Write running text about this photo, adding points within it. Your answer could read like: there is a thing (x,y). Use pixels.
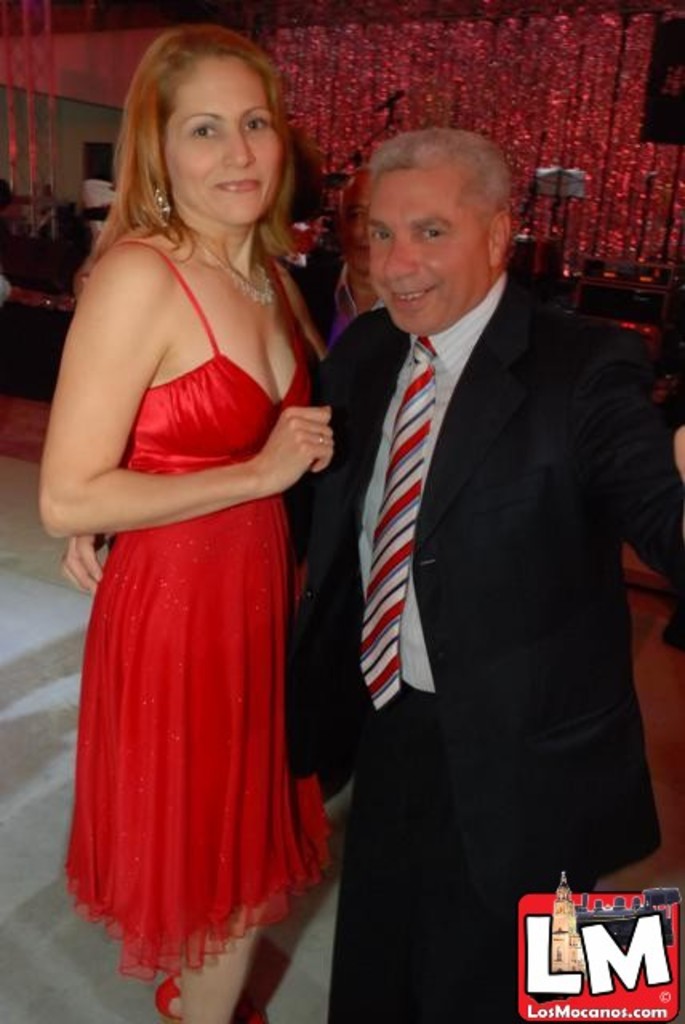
This image consists of a man (494,502) and a woman (241,560). The woman (172,592) is wearing a red dress (222,777). The man (523,688) is wearing a black suit (410,878). At the bottom (76,958), there is a floor (58,953). In the background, there is a curtain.
